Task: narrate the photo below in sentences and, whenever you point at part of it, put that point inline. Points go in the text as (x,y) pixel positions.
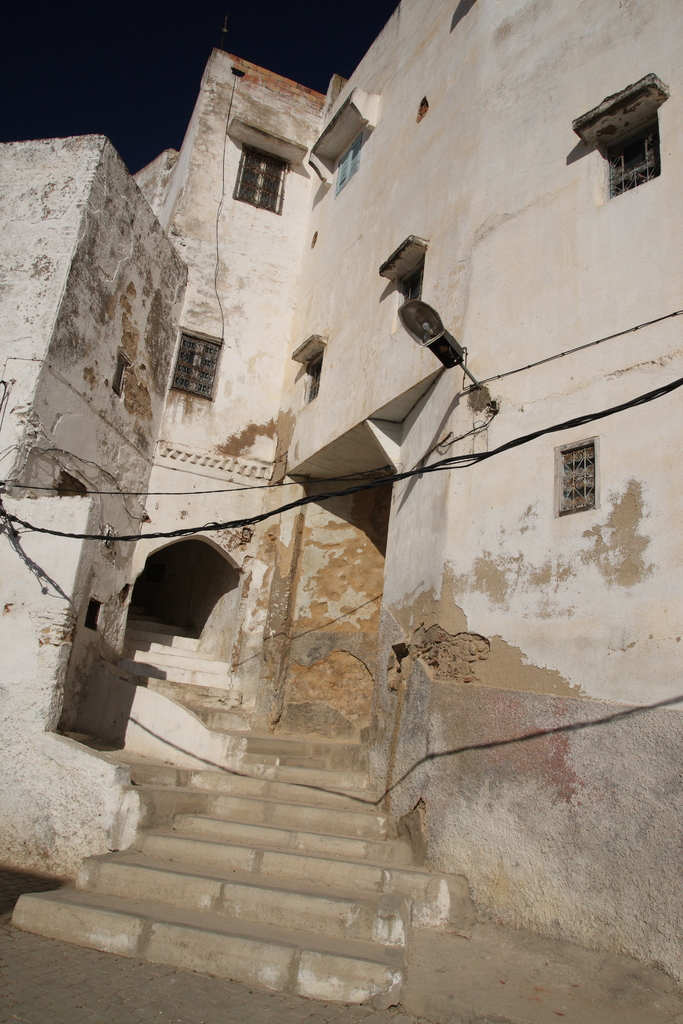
In this image we can see a building (434,436) and it has few windows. There is a lamp (452,355) and few electrical cables (487,378) in the image. There are staircases (257,832) in the image.
